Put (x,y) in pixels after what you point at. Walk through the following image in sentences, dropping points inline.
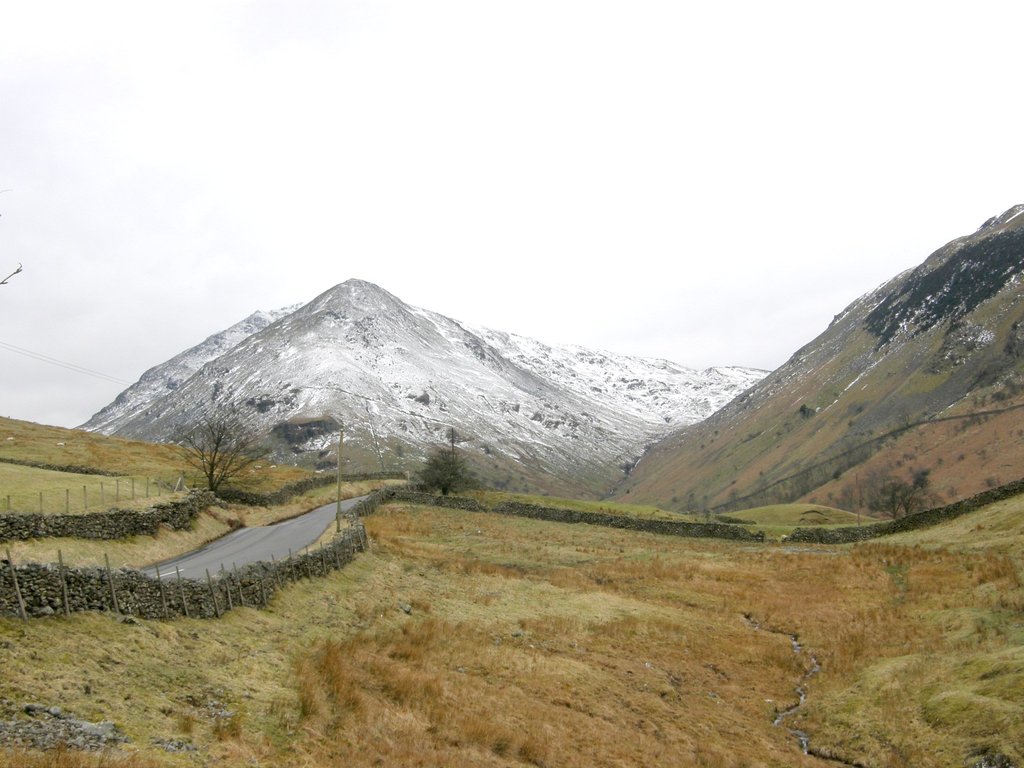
In the picture I can see grasslands (306,609), stone fence (130,580), the road (188,568), trees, mountains (722,405) and the plain sky (464,232) in the background (312,224).
